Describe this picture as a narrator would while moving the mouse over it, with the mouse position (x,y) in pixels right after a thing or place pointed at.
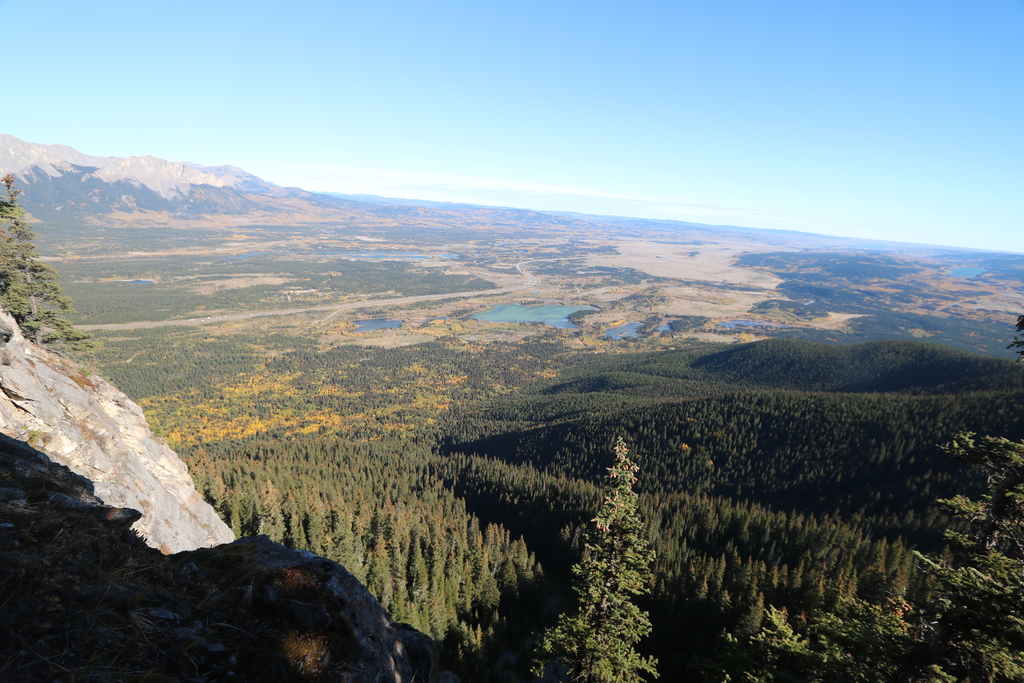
In this image we can see an outside view of mountains (123,462), a group of trees (645,525) and the sky (514,145).
